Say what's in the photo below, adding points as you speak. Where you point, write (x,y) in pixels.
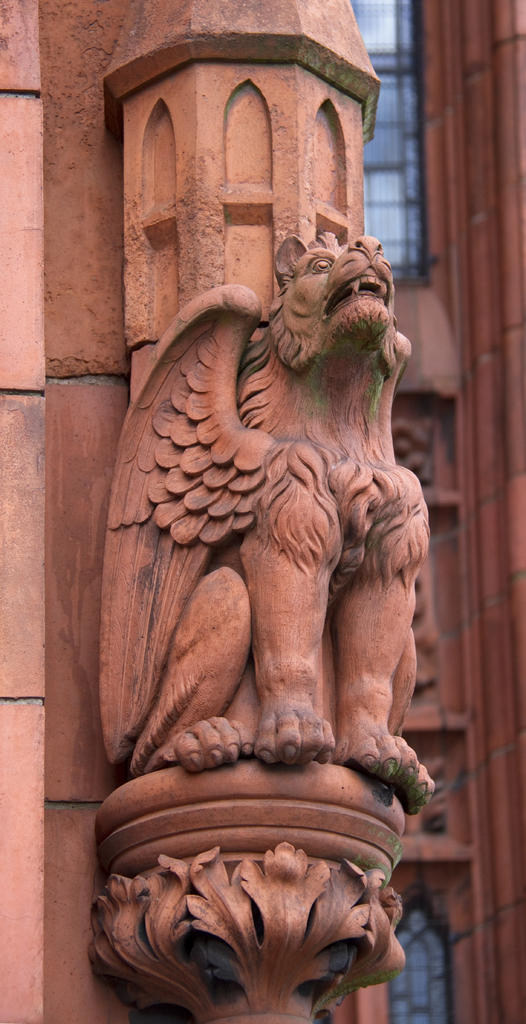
In this picture we can see a sculpture (132,464) and in the background (464,35) we can see a building (516,350) with windows (413,74).
